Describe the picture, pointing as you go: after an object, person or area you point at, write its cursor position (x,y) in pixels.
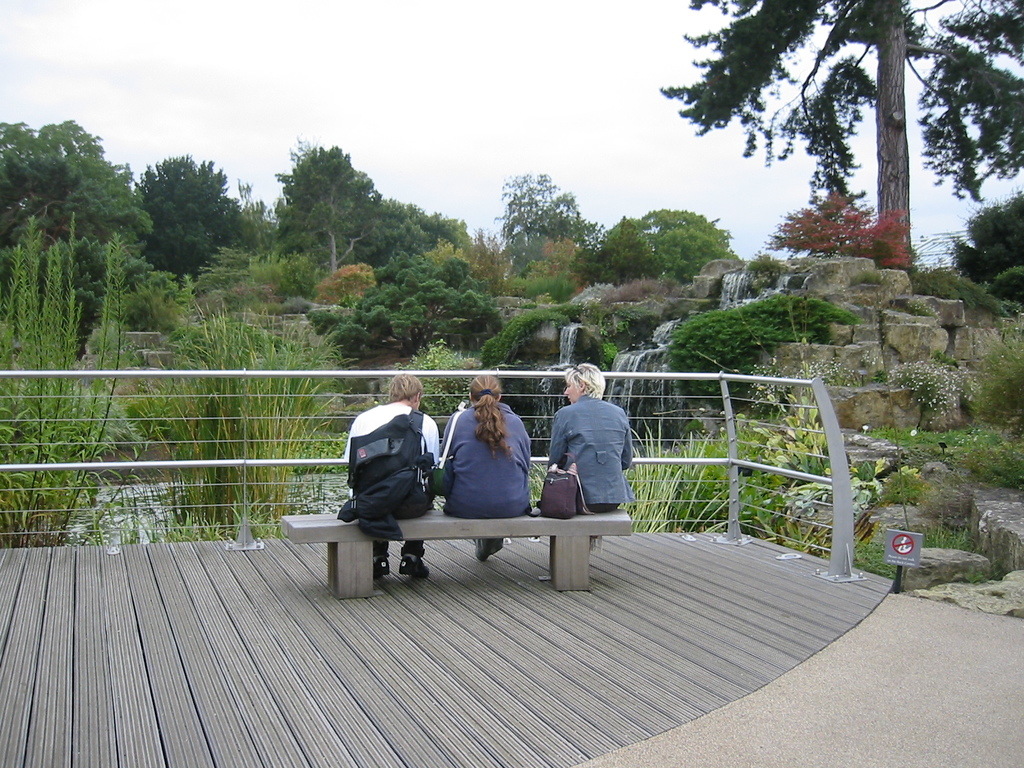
At the top (369,77) we can see sky (528,87) and it seems like a cloudy day. Here we can see all the trees (641,253) and this is a waterfall (661,350). We can see three persons (617,481) sitting on a bench (625,511) here. This is a sign board (892,554).
